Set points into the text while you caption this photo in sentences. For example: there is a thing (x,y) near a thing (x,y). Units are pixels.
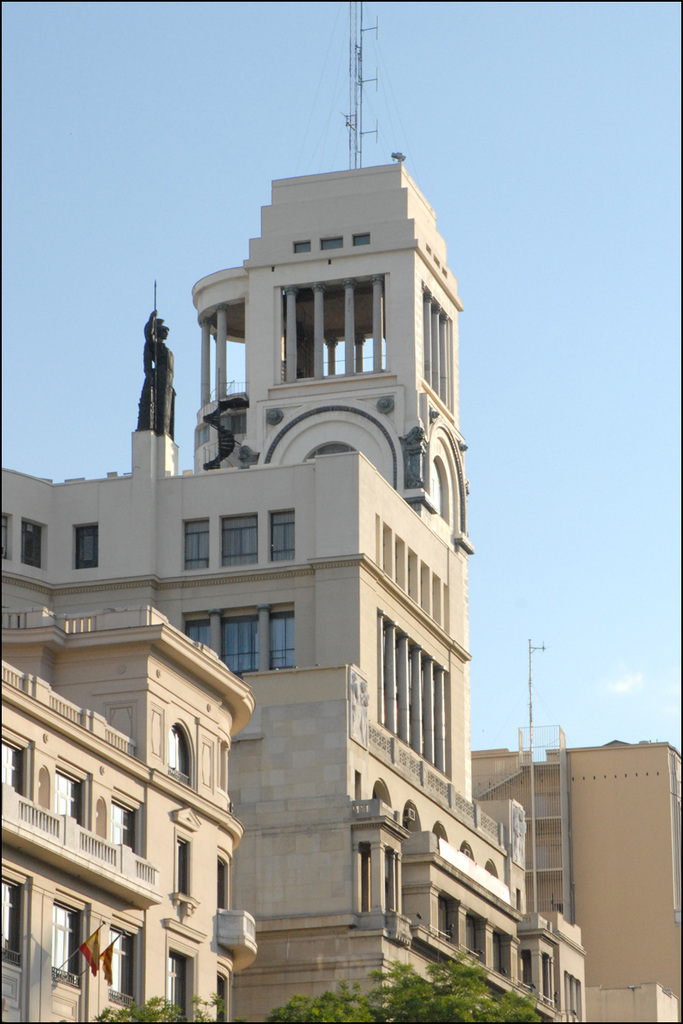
In this image, we can see some buildings (410,661), there are some windows (225,886) on the buildings (252,903), at the top (542,123) there is a blue sky (548,134).
